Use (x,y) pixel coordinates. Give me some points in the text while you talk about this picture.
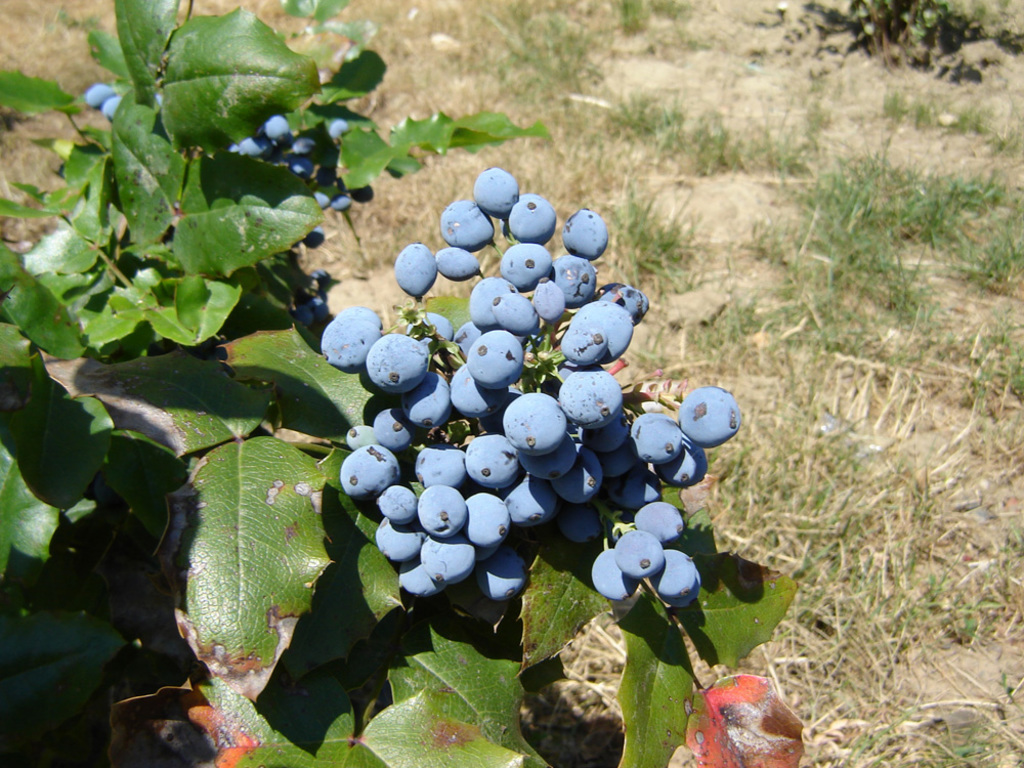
In the picture I can see plants (297,438). These plants (272,302) has blue colored berries (530,406). In the background (663,107) I can see the grass (652,113).
